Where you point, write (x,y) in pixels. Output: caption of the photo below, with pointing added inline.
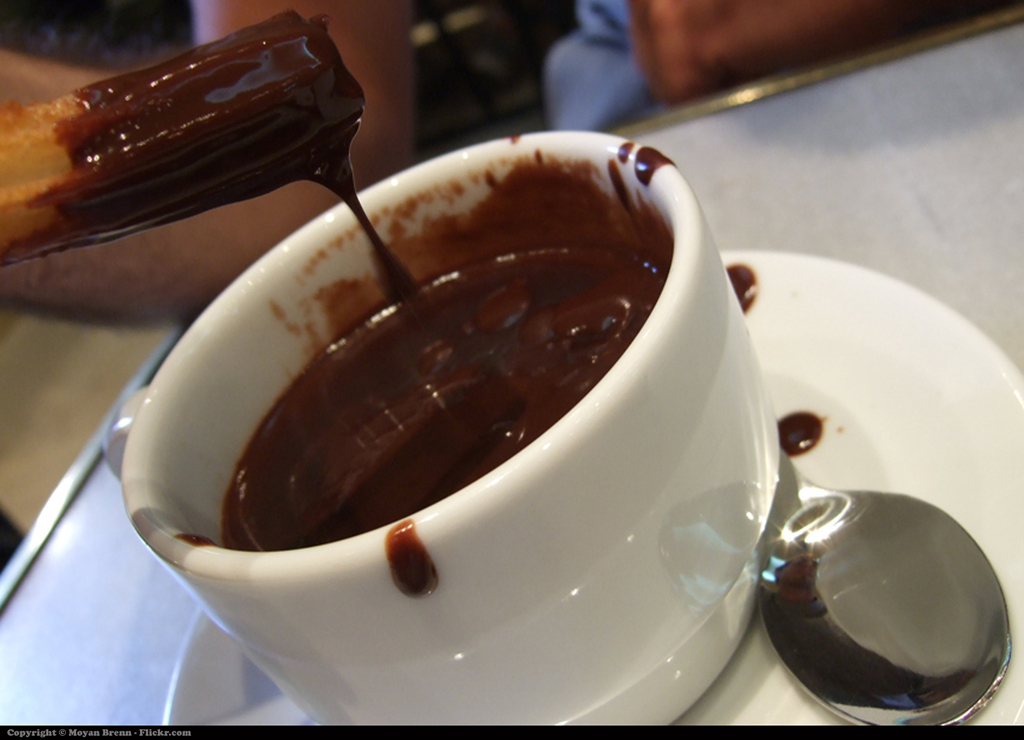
In this image in the center (342,264) there is one cup (726,576), saucer (760,326) and spoon (932,527), and in the cup (232,431) there is some chocolate (358,393) and on the left side of the image (151,127) there is some food item (46,142). And on the food item (200,124) there is some chocolate (275,128), and at the bottom of the image (89,538) there is one object (760,173) and it looks like a tray (962,173). And in the background (479,34) there are some objects (791,10).
